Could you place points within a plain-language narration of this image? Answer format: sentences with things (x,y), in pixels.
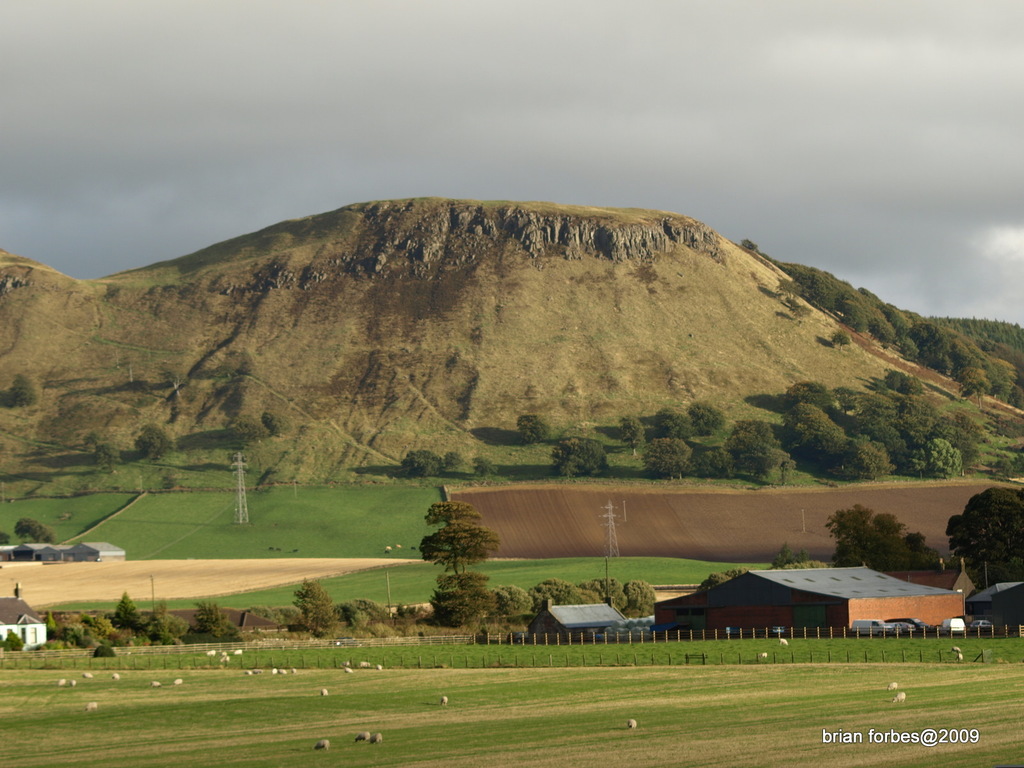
In the center of the image (501,434) we can see the mountains (616,391), trees (884,411), towers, grass (298,531), houses (948,598), some vehicles (887,625), fencing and some animals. At the bottom of the image (707,684) we can see the ground (712,745). In the bottom right corner (858,736) we can see some text (875,730). At the top of the image (669,102) we can see the clouds (675,86) are present in the sky (814,150).
